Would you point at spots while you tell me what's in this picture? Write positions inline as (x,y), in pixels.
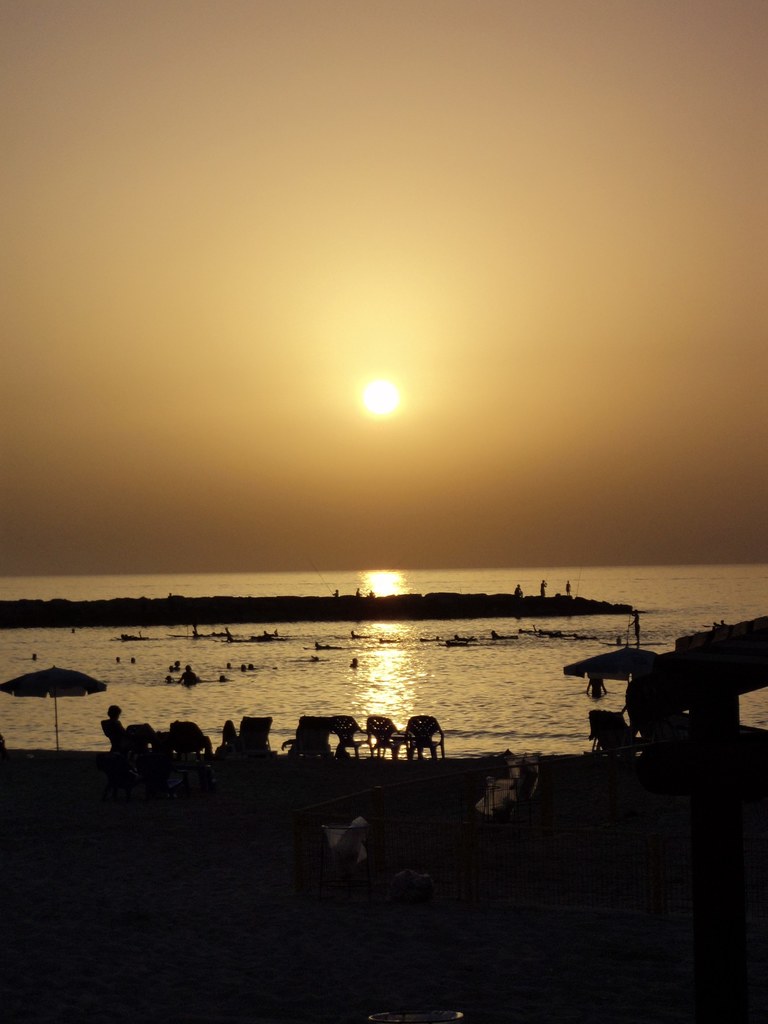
The picture is taken during sunset. At the top (354,282) there is sun (387,404) in the sky (260,218). In the center (440,620) it is water (102,634) and rock (312,621). In the foreground (402,757) there are chairs (300,741), umbrellas (46,677) and people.
